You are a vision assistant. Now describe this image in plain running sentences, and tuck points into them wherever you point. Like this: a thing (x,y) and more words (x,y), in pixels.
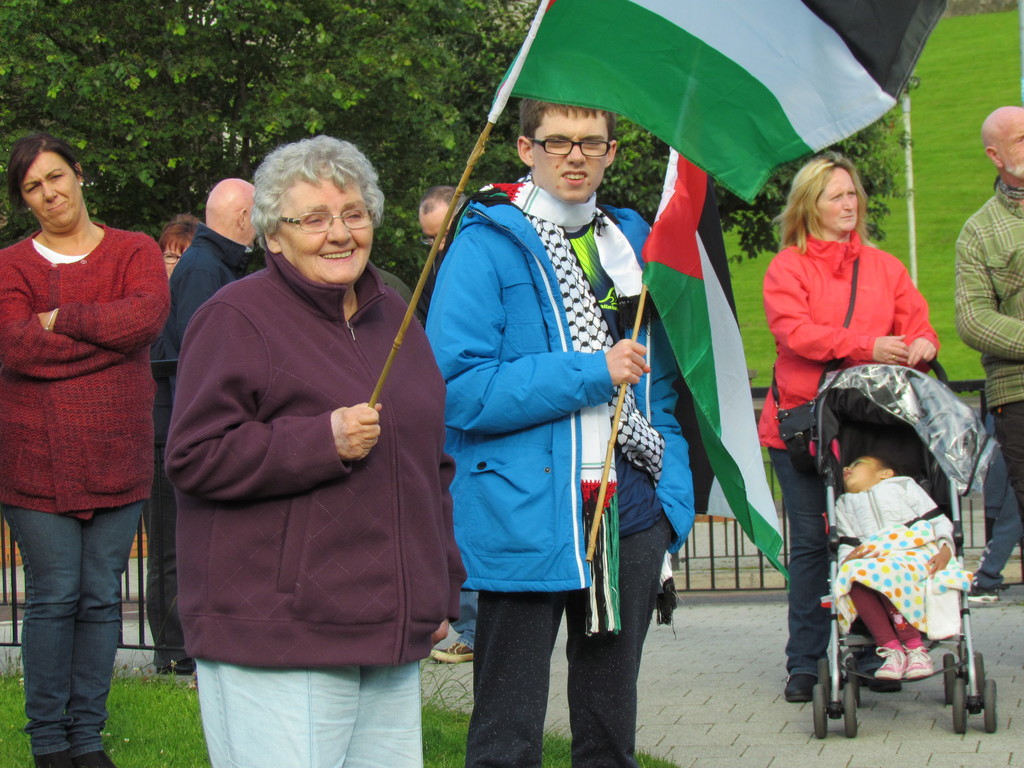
In this image I can see number of people (644,232) are standing and in the front (339,480) I can see two of them are holding flags (678,314), I can also see these two are wearing specs (318,226). On the right side of this image (894,414) I can see a stroller (974,447) and on it I can see a child (887,481). In the background (153,120) I can see railing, few trees (361,133) and a pole (909,99). I can also see grass (5,752) on the bottom left side (2,724) and in the background (934,40).
